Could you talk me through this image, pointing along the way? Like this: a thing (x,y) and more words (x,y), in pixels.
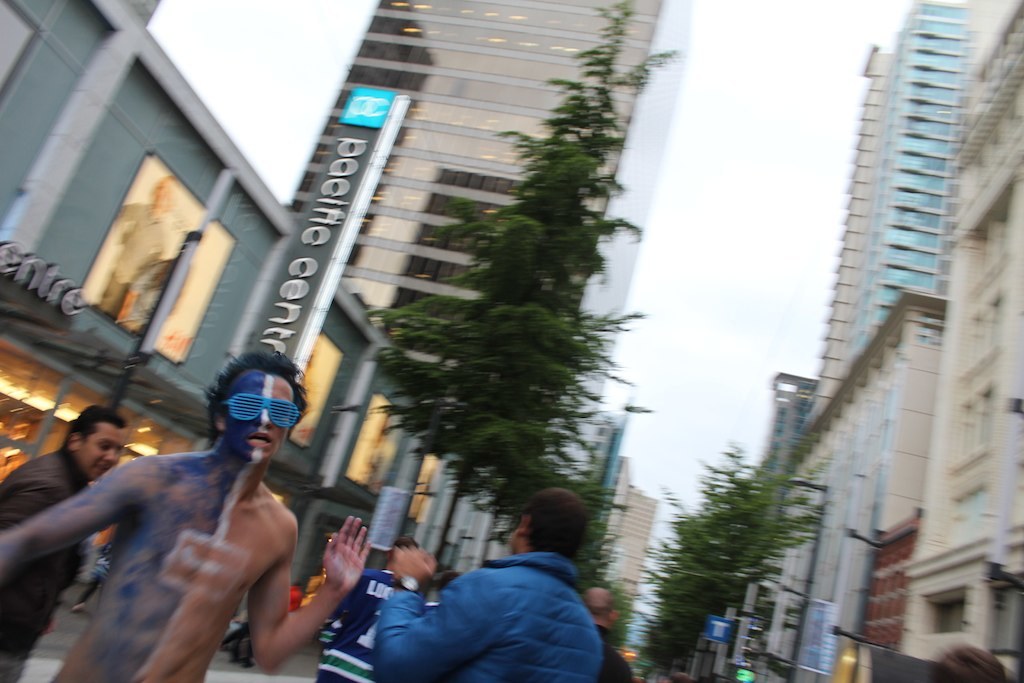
In this image I can see few persons (454,613). I can see a person (214,592) wearing paint (180,574) on his body (155,612). He is wearing spectacles (282,423). I can see few buildings (929,258). I can see few trees (491,503). I can see the sky (727,237).
